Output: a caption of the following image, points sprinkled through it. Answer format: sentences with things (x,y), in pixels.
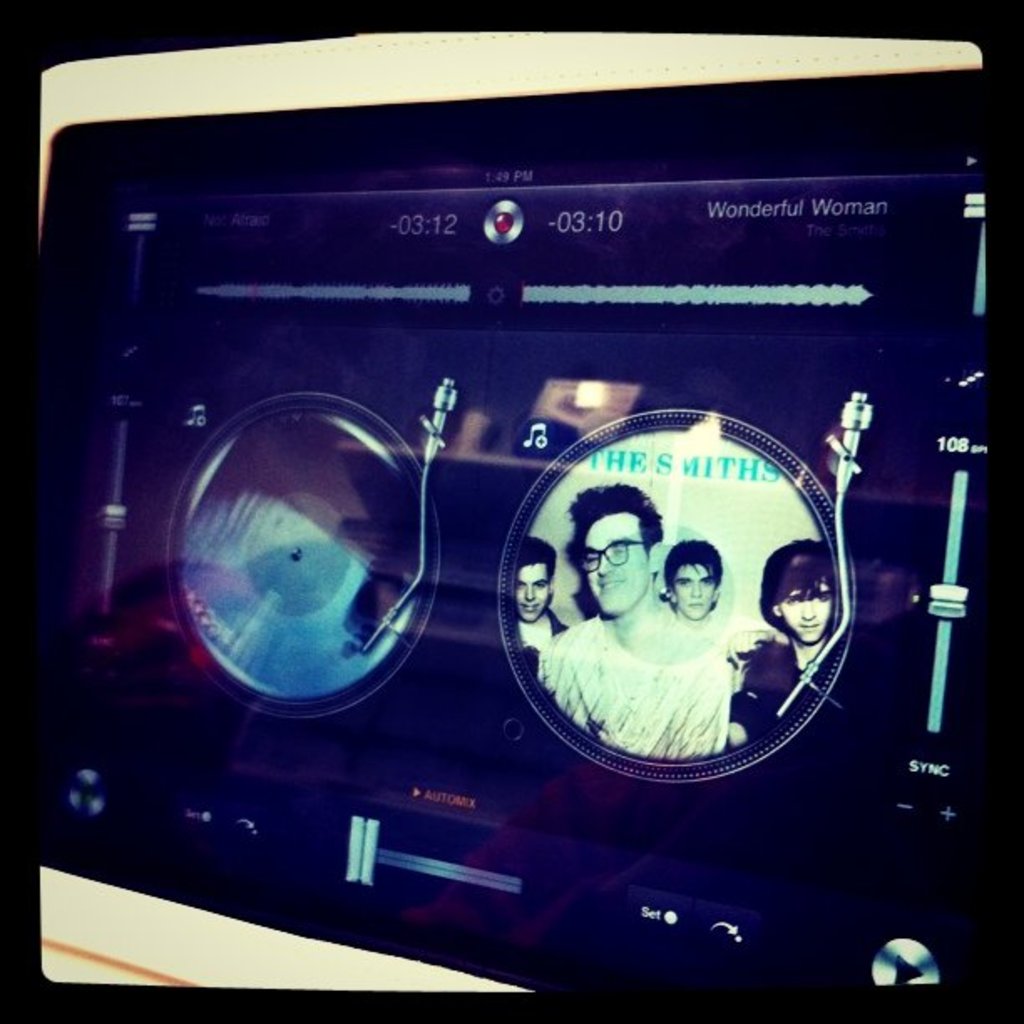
In the image on the screen (258,794) there is an image of few people (784,569) and also there are buttons (515,224), text (792,208) and numbers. And some other things (673,298) on the screen (795,275).
